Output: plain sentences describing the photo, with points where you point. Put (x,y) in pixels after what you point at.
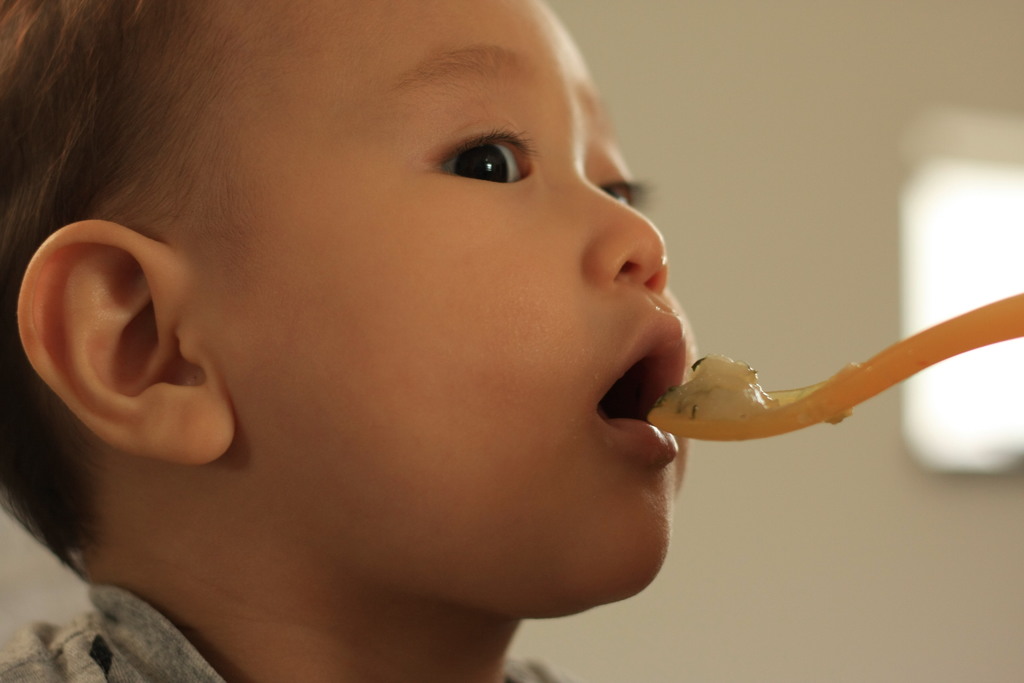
In this image I see a child's face (431,243) and I see the yellow color spoon (885,357) on which there is food (717,382) and I see that it is blurred in the background (981,615).
